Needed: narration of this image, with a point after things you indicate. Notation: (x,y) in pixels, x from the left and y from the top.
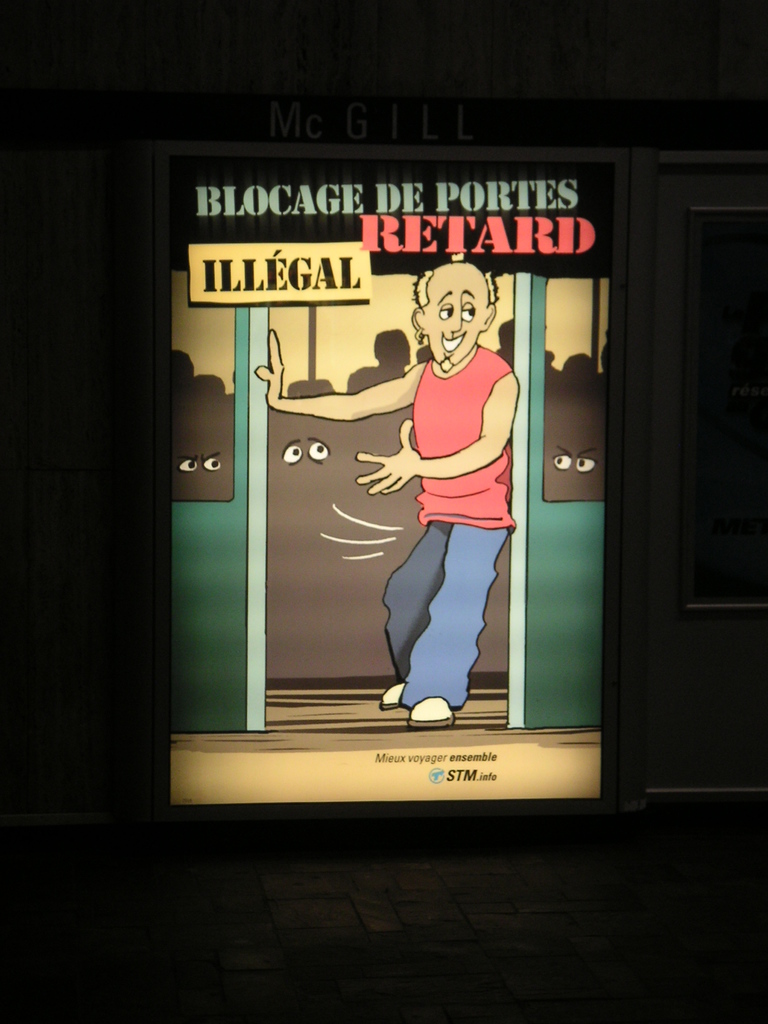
This is the picture of a poster (337,662) in which there is a person (483,519) and something written on it.
